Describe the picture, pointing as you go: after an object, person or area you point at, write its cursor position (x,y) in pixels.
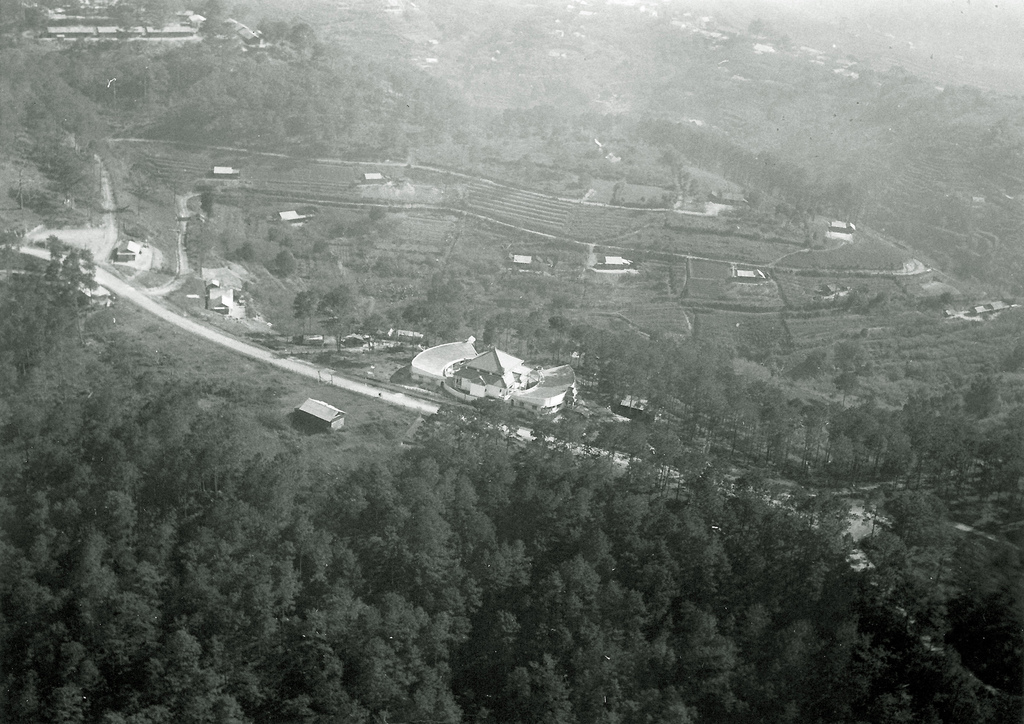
In this image I can see a road (779,504) in the centre (362,383). I can also see number of trees (731,405), number of buildings (451,364) and I can see this image is black and white in colour.
